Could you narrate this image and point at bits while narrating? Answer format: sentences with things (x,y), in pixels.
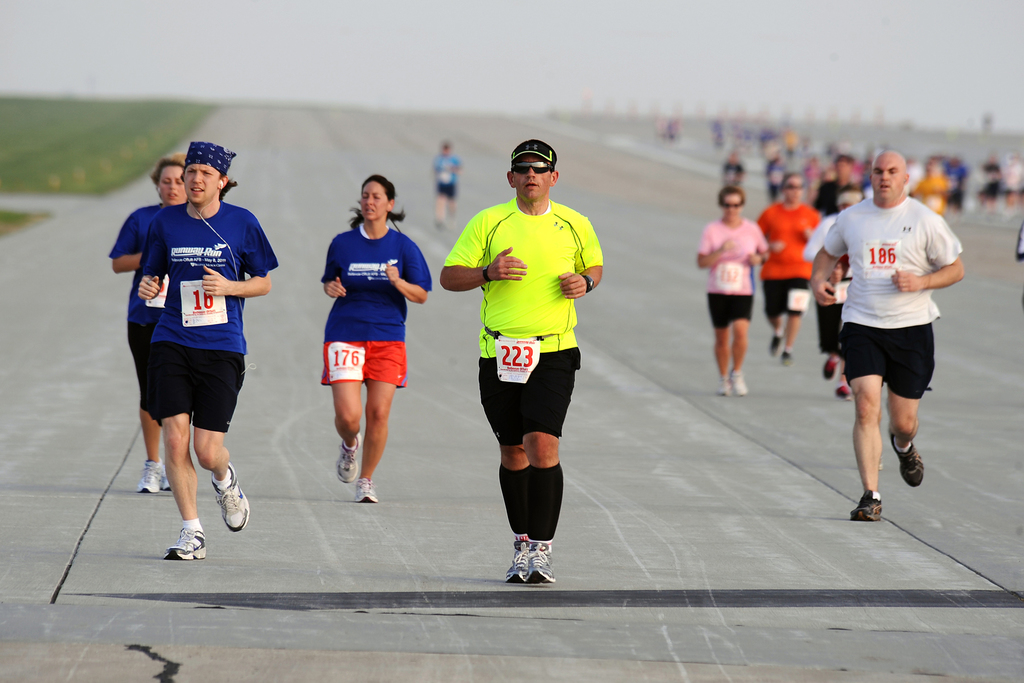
In the picture we can see a road (819,437) with some people (144,407) are jogging on it and in the background (501,44) we can see the sky (644,14).
